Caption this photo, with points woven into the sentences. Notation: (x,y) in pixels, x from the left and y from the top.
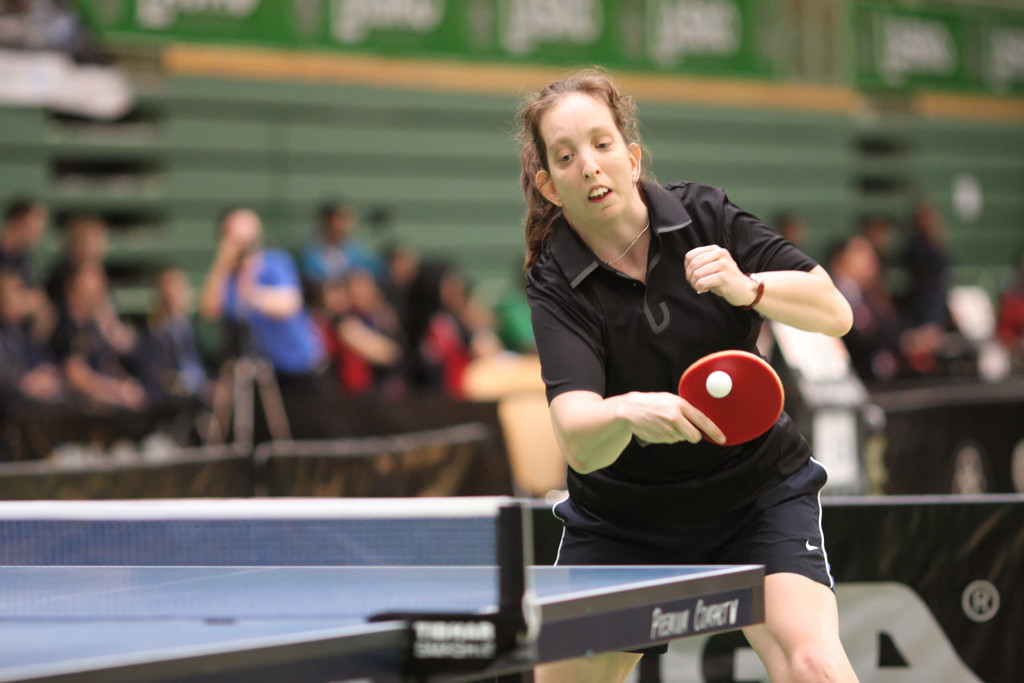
This is a picture is a woman (646,339) in black clothes (668,355) holding a red paddle (729,362). In front of her there is a table (305,573) background of the woman (639,381) there are the group of people (257,327) sitting.
